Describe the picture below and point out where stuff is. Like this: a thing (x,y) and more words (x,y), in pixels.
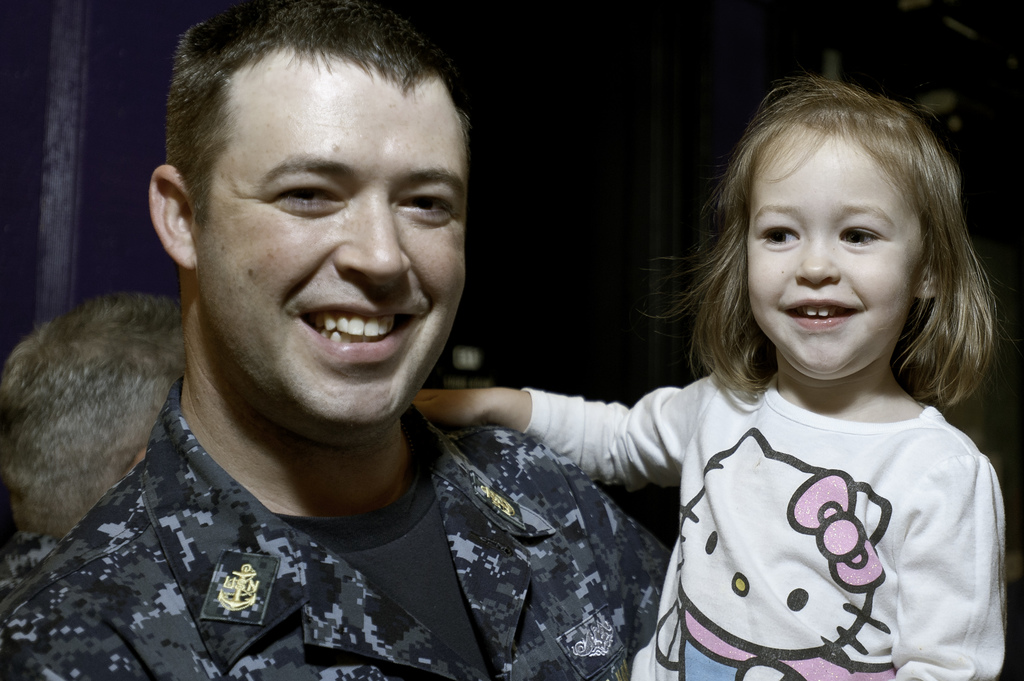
In this image I can see a man (404,415) and a girl (794,441). I can see smile (337,341) on their faces (799,319) and I can see he is wearing uniform (384,643) and she is wearing white dress (873,533). I can also see this image is little bit in dark from background (983,137).
